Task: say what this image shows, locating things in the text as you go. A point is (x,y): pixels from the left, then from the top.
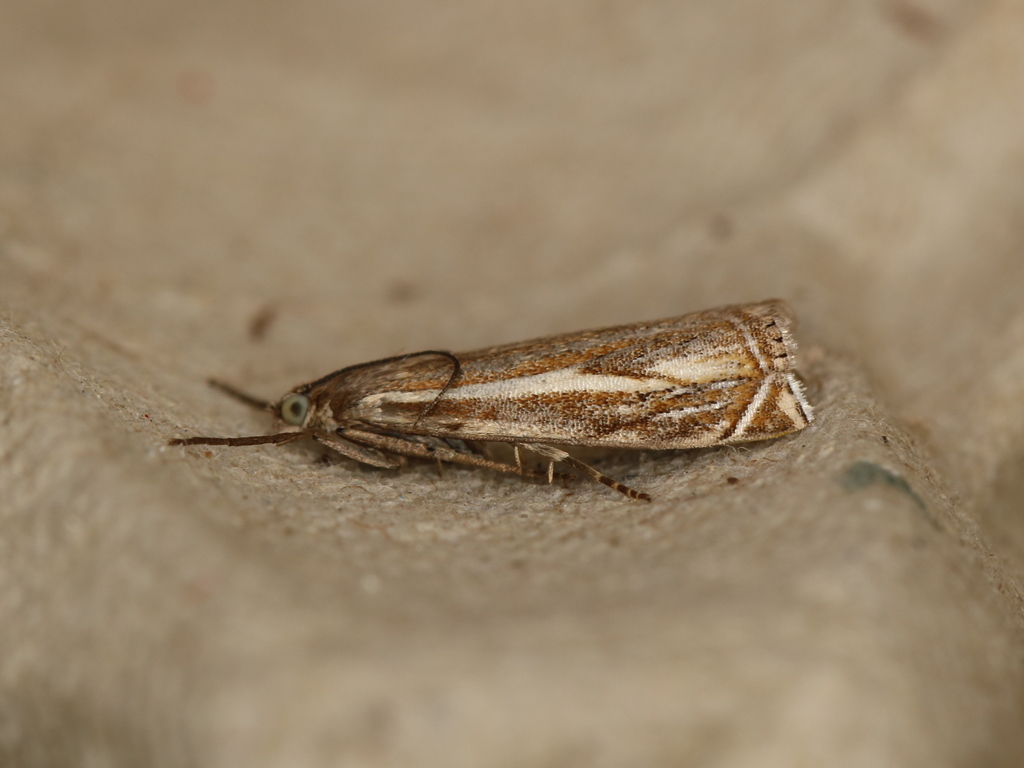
This is an insect (463,405).
